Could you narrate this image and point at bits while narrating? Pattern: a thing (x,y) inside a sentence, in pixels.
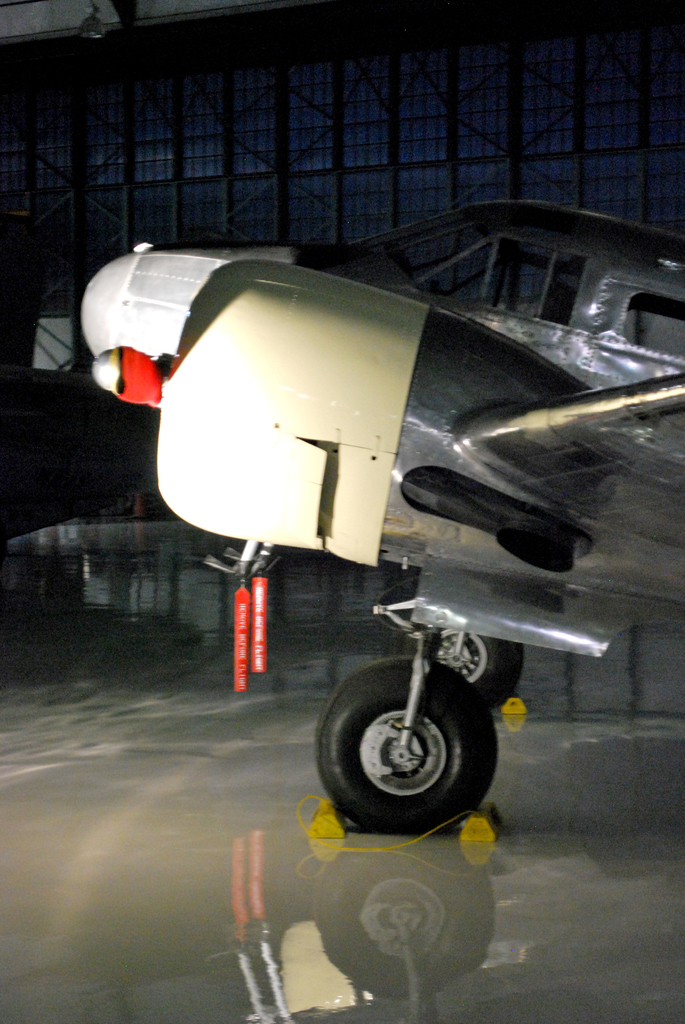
This image consists of a propeller plane (358,483) parked in a hangar (64,354). At the bottom (477,872), there is a floor (184,966). In the background (328,232), there is a wall (285,228). The plane (281,478) is in silver color.
